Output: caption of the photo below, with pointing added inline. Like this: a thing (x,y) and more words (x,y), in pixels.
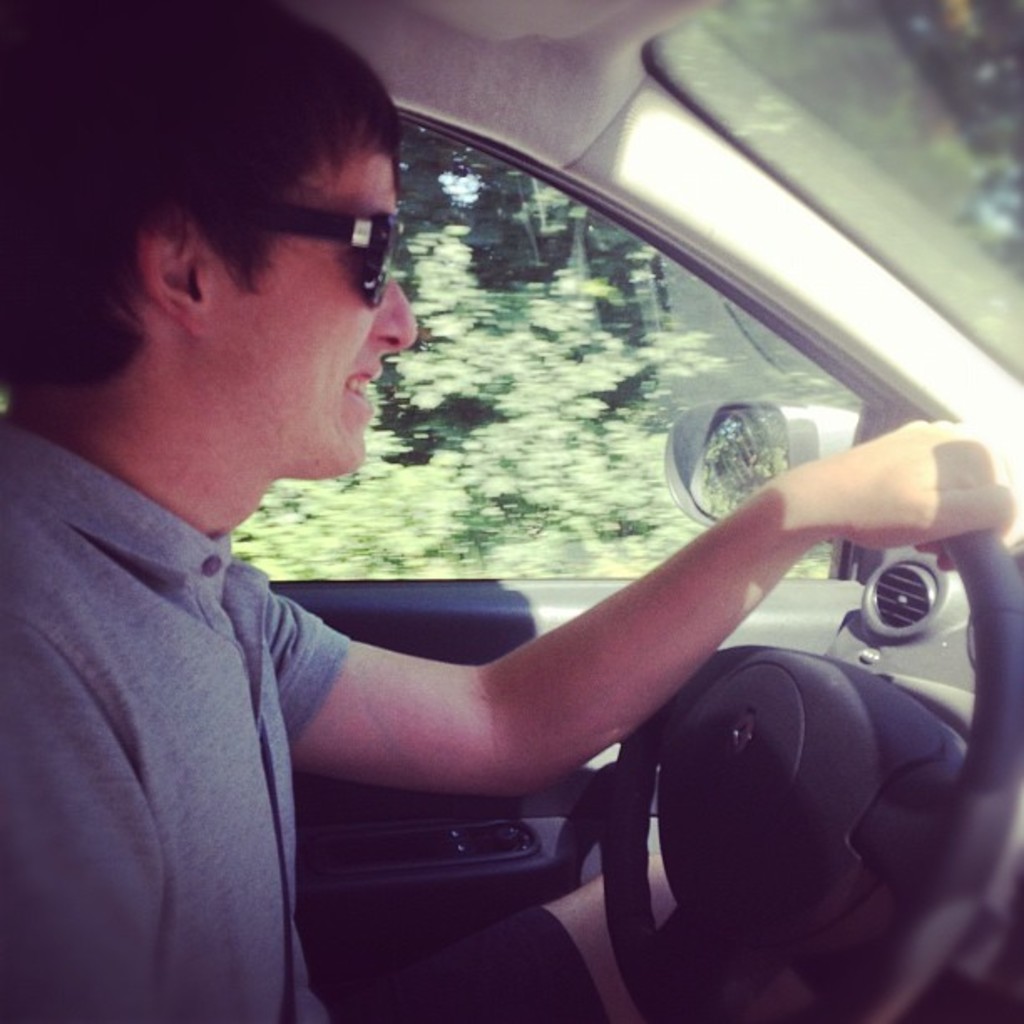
In this image we can see a man (173,572) wearing specs (376,225) is holding a steering (817,736) of a car (912,624). In the back (532,396) there are trees (468,400).
